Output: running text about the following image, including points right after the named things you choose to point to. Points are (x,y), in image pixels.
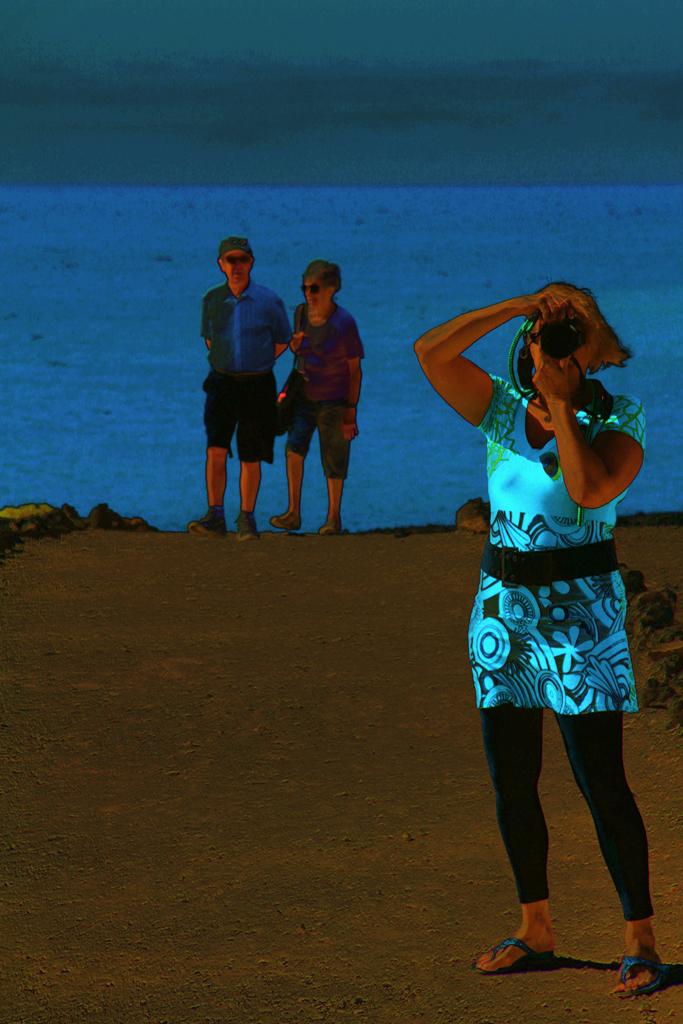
This is an animated image. We can see a woman (548,576) is holding a camera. Behind the women (537,464), there are two persons (250,367) and water (122,340).
